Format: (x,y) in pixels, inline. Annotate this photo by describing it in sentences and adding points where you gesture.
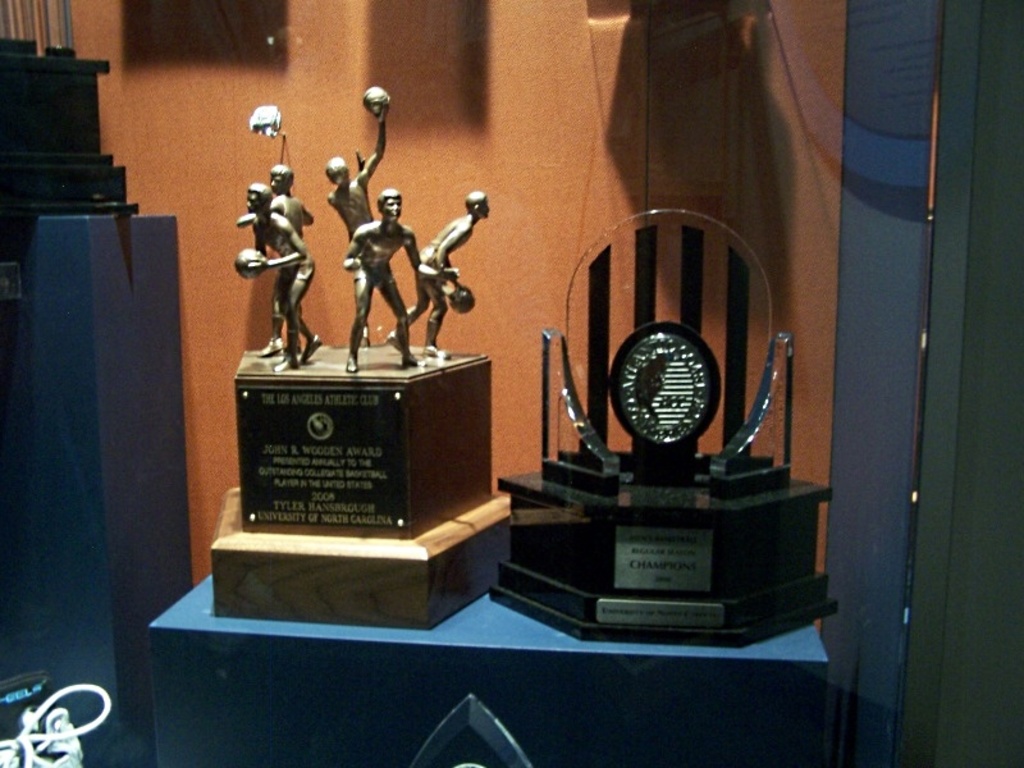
In this image we can see the mementos (491,580) which are placed on a table (503,632). We can also see an object (32,146) on the surface (42,297), some wires (27,724) and a wall (381,177).
